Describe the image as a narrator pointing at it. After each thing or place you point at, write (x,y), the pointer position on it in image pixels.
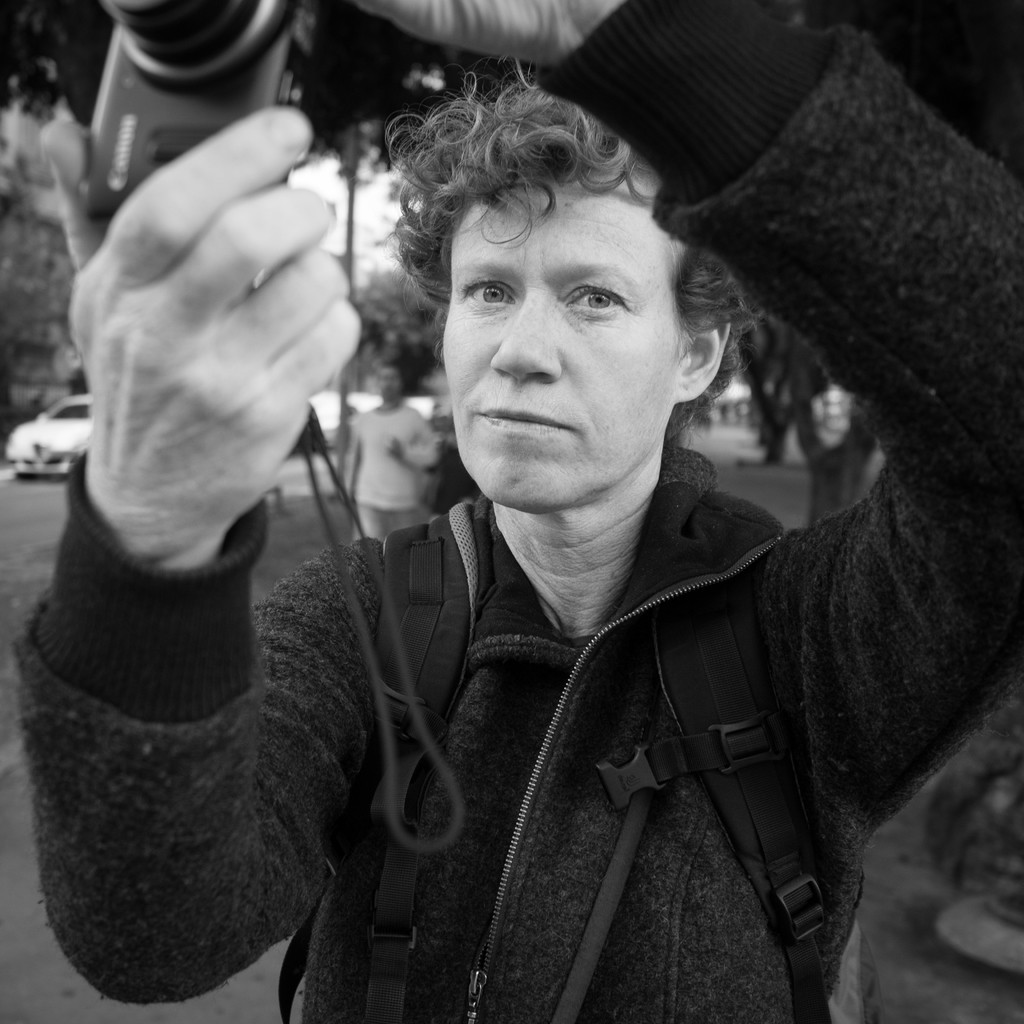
Front this man (595,489) wore jacket (576,787) and holding a camera (210,24). Background (23,262) it is blur. We can see trees (40,262), vehicle (71,418) and people (396,495).
